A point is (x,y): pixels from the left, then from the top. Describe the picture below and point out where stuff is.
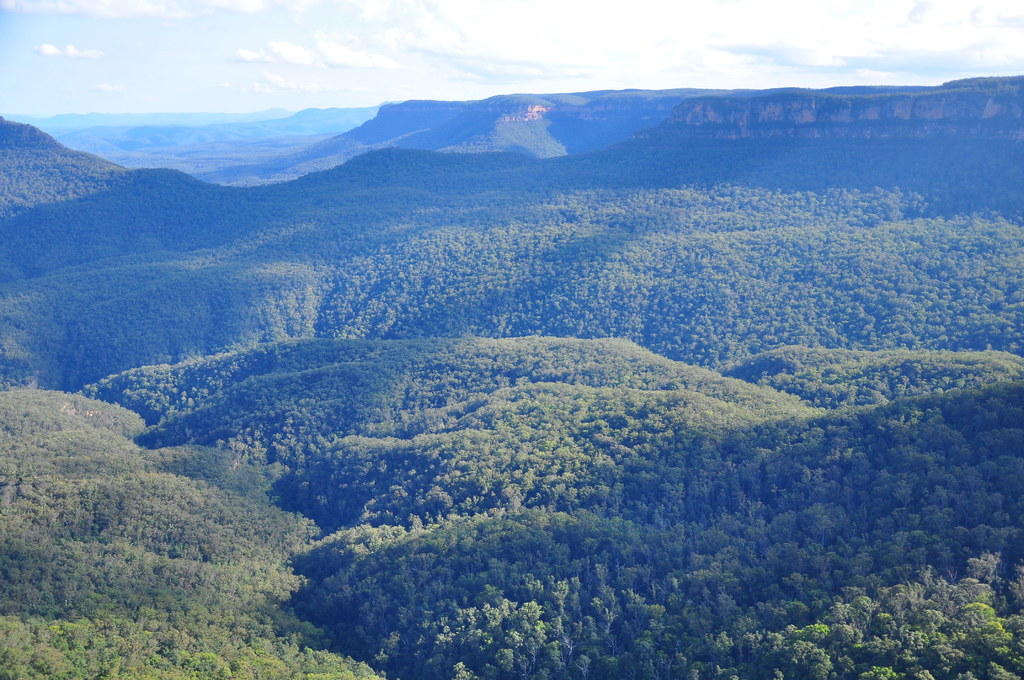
In this image there are mountains (310,421). There are trees (484,487) on the mountains (578,168). At the top (434,58) there is the sky (458,51).
